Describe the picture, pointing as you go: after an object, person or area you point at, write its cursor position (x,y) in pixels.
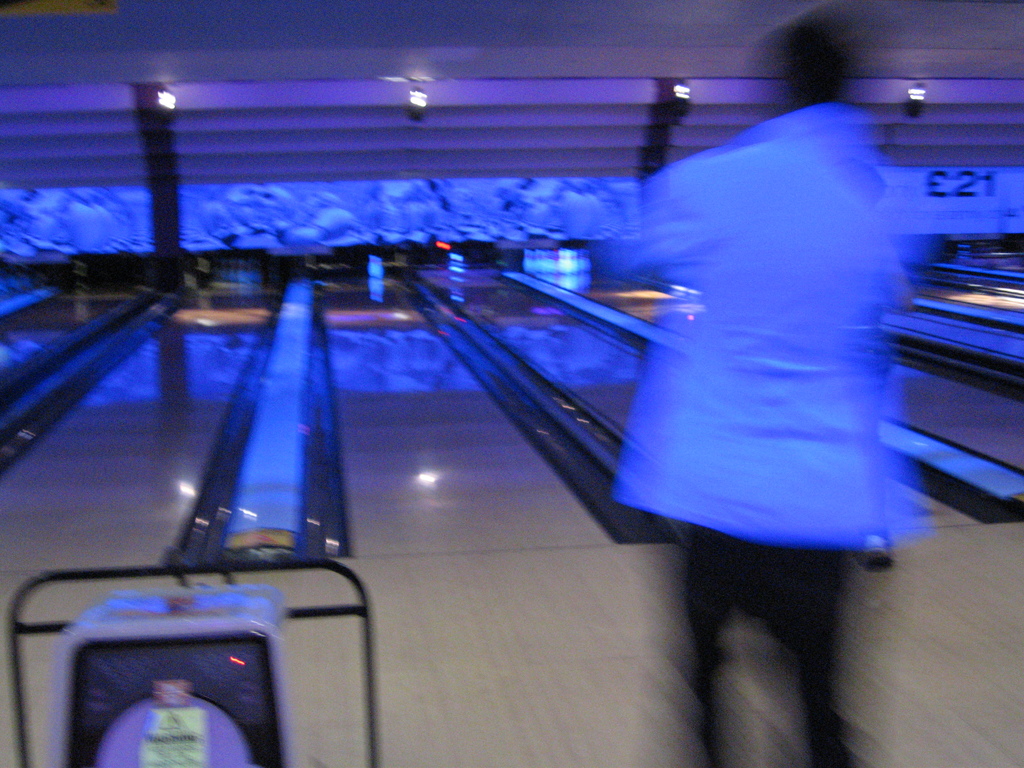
In this picture we can see a person (844,465) is playing a bowling pin game, in the background (531,263) we can see pins (560,258), there are some lights (169,100) at the top of the picture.
